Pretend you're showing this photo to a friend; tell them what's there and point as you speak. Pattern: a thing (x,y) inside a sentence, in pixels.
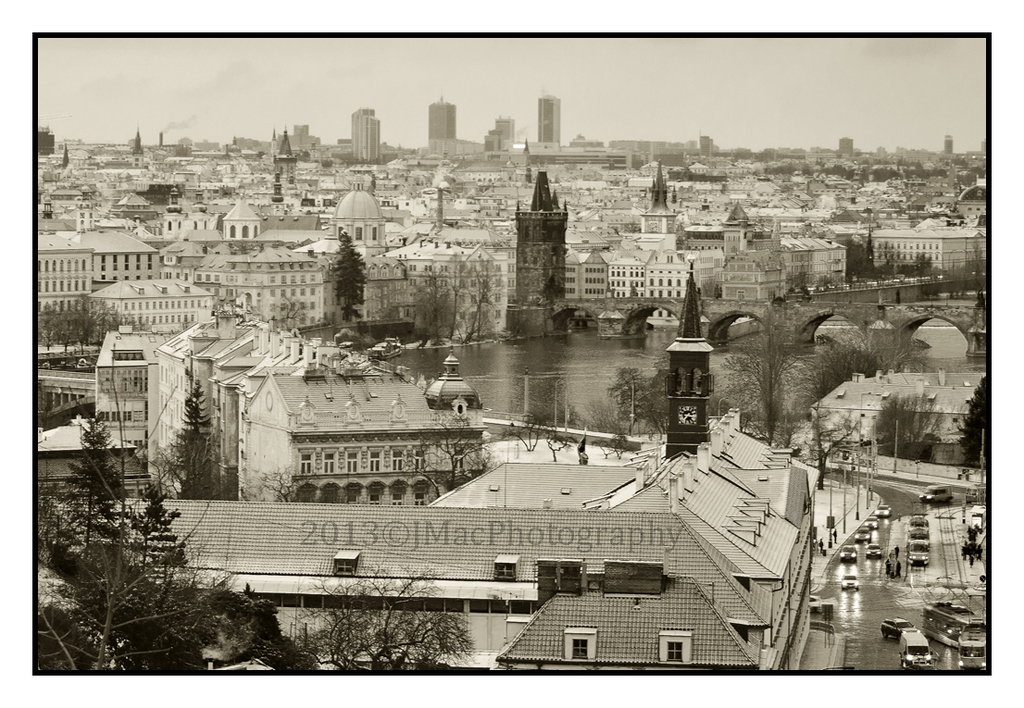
In this picture, we can see a few buildings (373,298) with windows (478,607), poles (859,447), trees (463,622), road (895,488), a few vehicles (870,522), water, boats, a few people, bridge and the sky (421,101), we can see some water mark (461,542) on the picture.
